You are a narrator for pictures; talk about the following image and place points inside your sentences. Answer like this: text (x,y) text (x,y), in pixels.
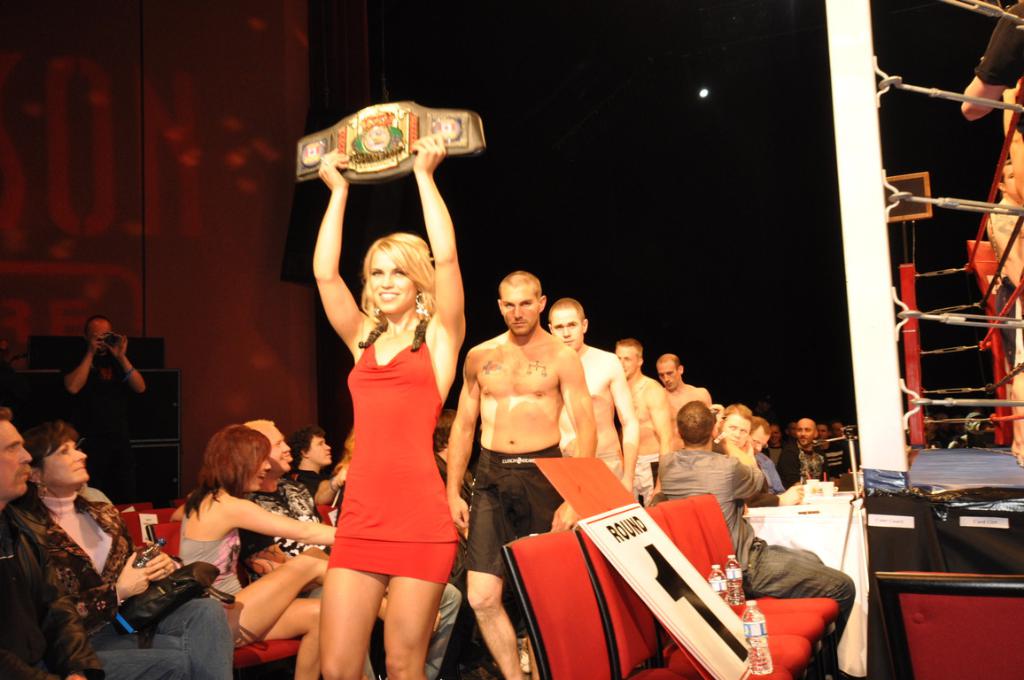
In the center of the image (399,338) there is a woman (399,338) smiling and holding an object (380,144) and behind the woman (436,363) there are four men (588,398). Image also consists of few people (283,552) sitting on the chairs (917,653). On the left (30,376) there are sound boxes (164,423) and also a man (115,360) holding a camera (113,344) and on the right (978,466) there is stage (987,457) and also white pole (872,217). Image also consists of water bottle (758,660) and there is a round one board (676,609) present in this image. In the background (394,92) there is black curtain (419,79).
